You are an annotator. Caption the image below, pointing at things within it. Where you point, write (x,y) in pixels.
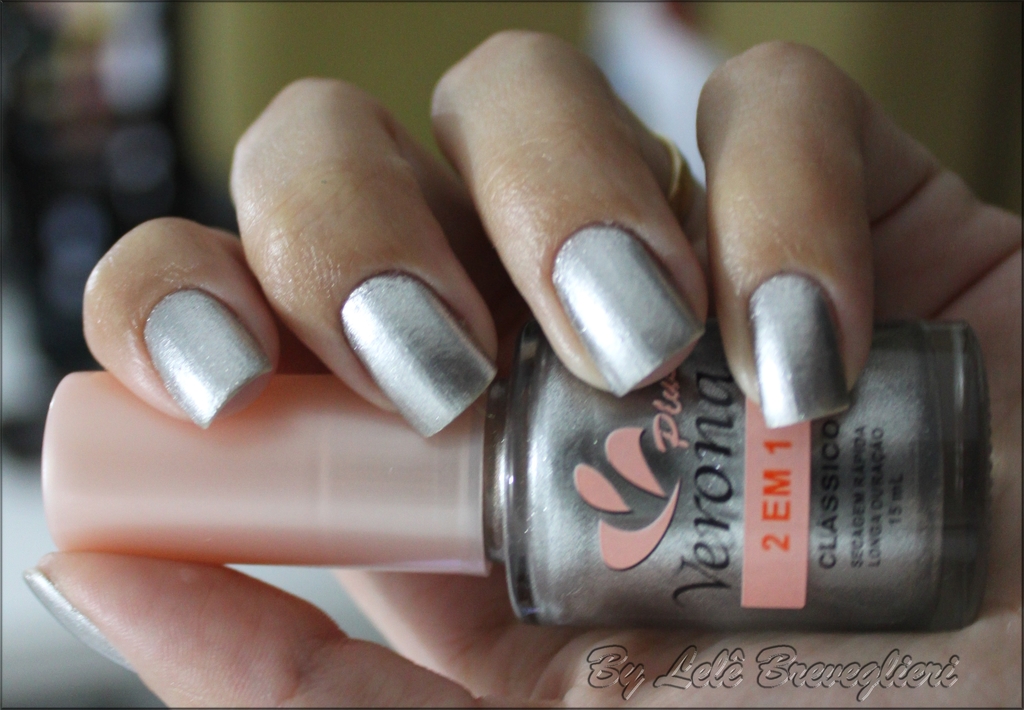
In this picture, there is a hand (597,379) holding a nail polish bottle (431,480). At the bottom right (772,686), there is some text (904,676).
